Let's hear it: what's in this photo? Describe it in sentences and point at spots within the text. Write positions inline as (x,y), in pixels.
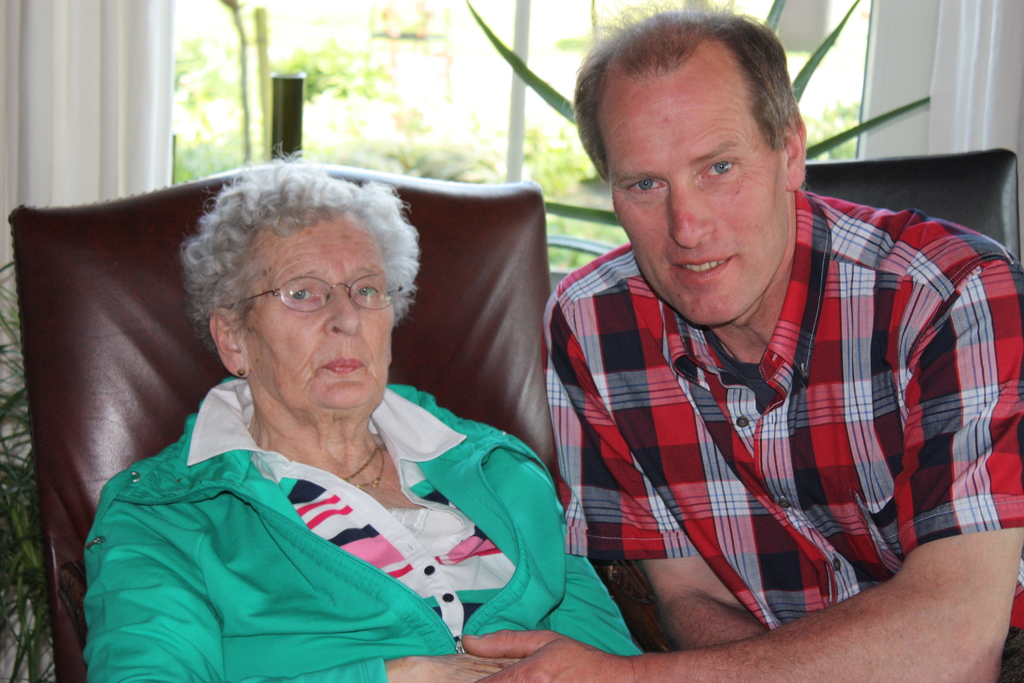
In this image there is an old lady (382,389) and a person (779,424) sitting on their couch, behind them there are plants (1,476) and a window (524,100) through which we can see there are trees (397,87) and plants (324,61).
